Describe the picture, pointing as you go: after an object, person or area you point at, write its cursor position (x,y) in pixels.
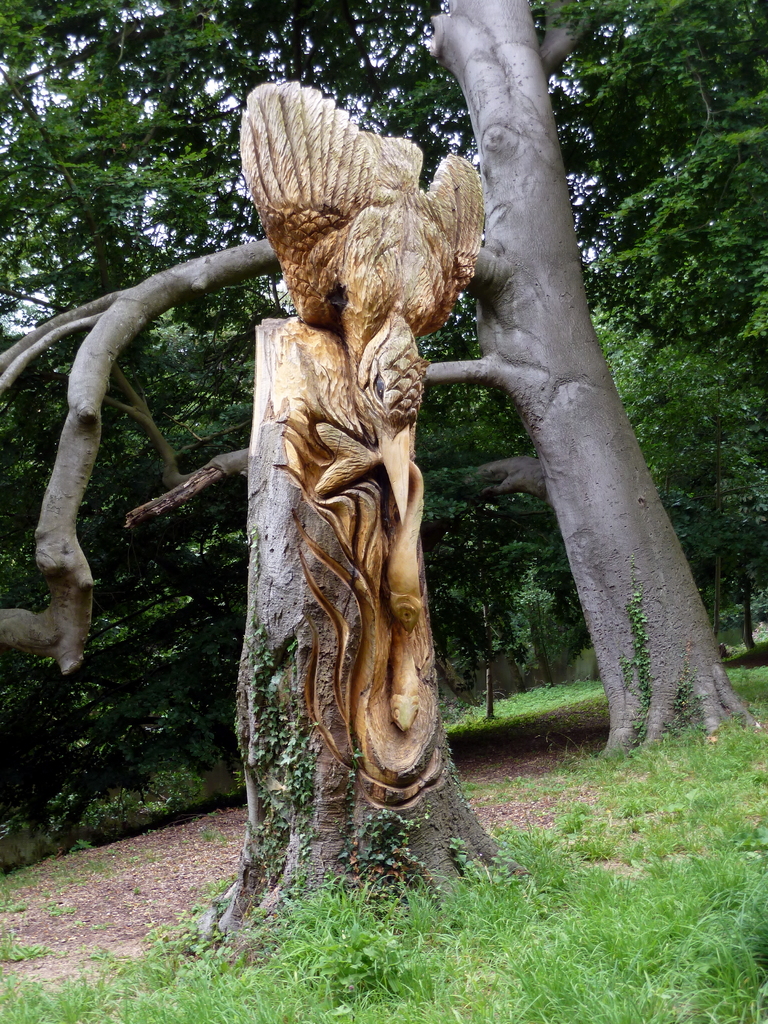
This picture is taken from the outside of the city. In this image, in the middle (397,422), we can see a statue (428,279). On the right side (597,357), we can see some trees (574,216) and plants (720,203). at the top (5,323), we can see a sky (34,72), at the bottom (576,774), we can see a grass (738,915) and a land (64,908).
